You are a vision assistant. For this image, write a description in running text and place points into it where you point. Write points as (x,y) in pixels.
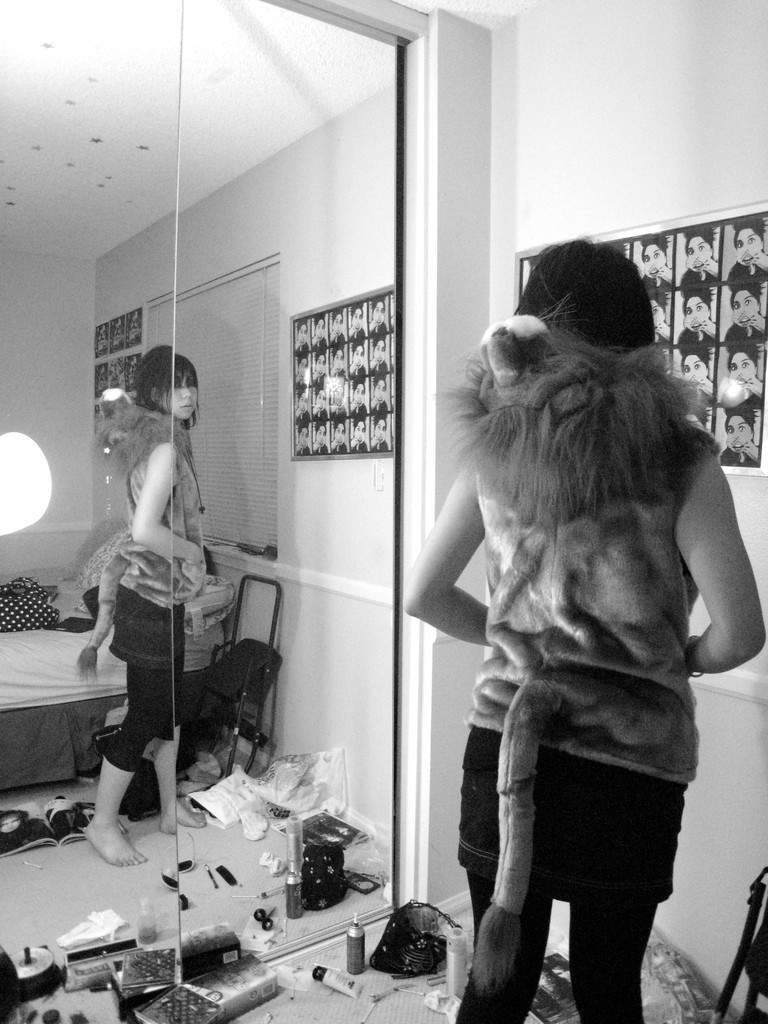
This picture shows a woman (455,624) standing. we see she wore a jacket (569,451) and a mirror (333,294) and few articles (377,967) on the floor (569,980) and we see a photo frame (660,256) on the wall (572,210) and we see a reflection (71,692) of a bed (96,683) in the glass (43,497) and a handbag (39,611) on it.
